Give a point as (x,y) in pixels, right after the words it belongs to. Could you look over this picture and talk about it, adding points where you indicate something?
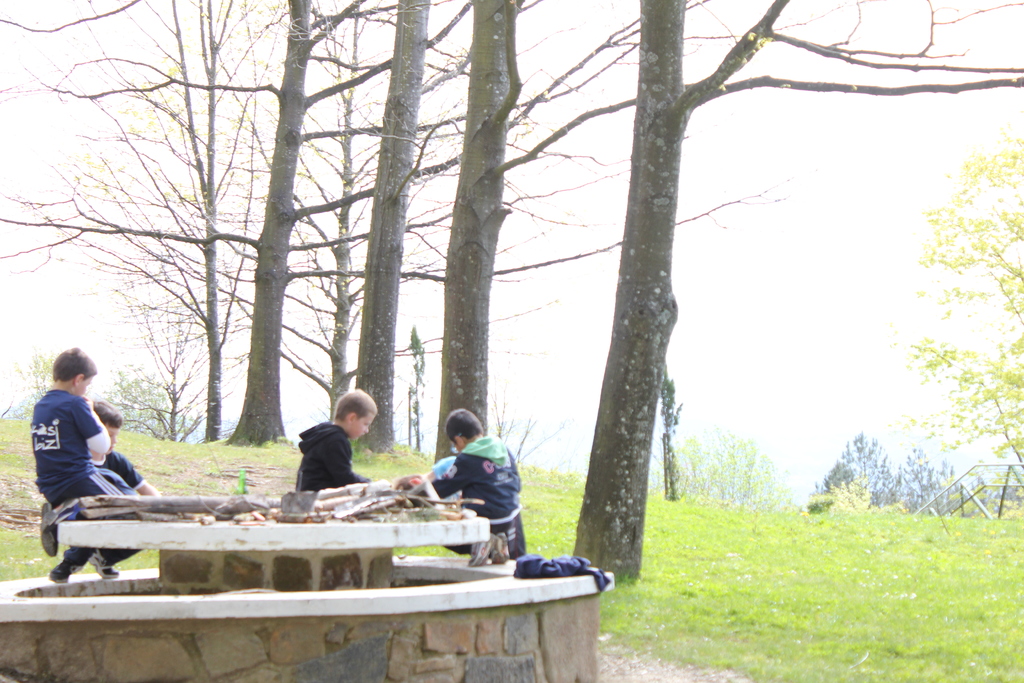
in this picture Four kids (93,482) are sitting on a stone ledge (503,590). This picture is clicked outside. In the background (22,420) we observe many trees (263,349) and grass (811,605) all over the place. We can also observe many trees (719,479) in the background (712,499) which are far.
